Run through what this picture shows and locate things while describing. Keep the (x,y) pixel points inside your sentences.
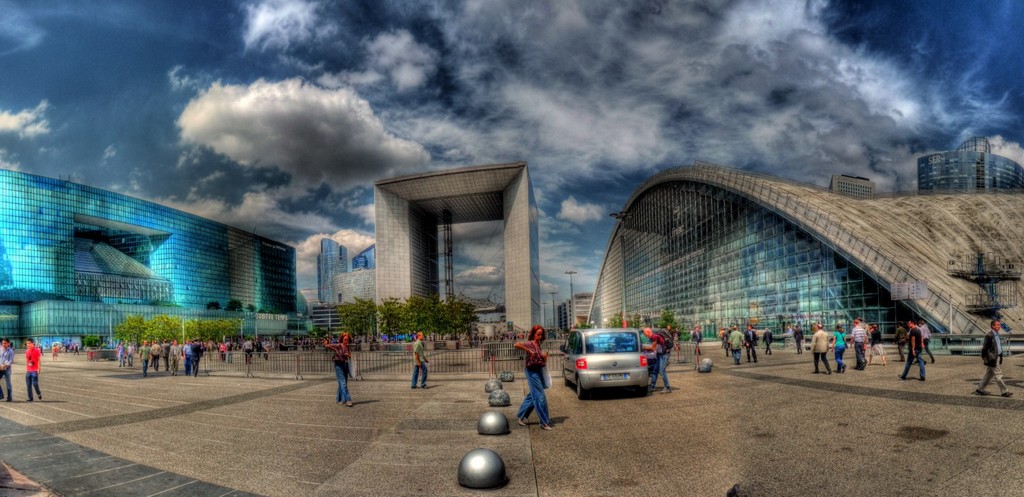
In this image I can see people (10,373), there is a car (620,380) and a fence (385,368). There are trees (425,310) and buildings (152,266) at the back (663,287). There are clouds (500,259) in the sky (403,36). This is an edited image.
